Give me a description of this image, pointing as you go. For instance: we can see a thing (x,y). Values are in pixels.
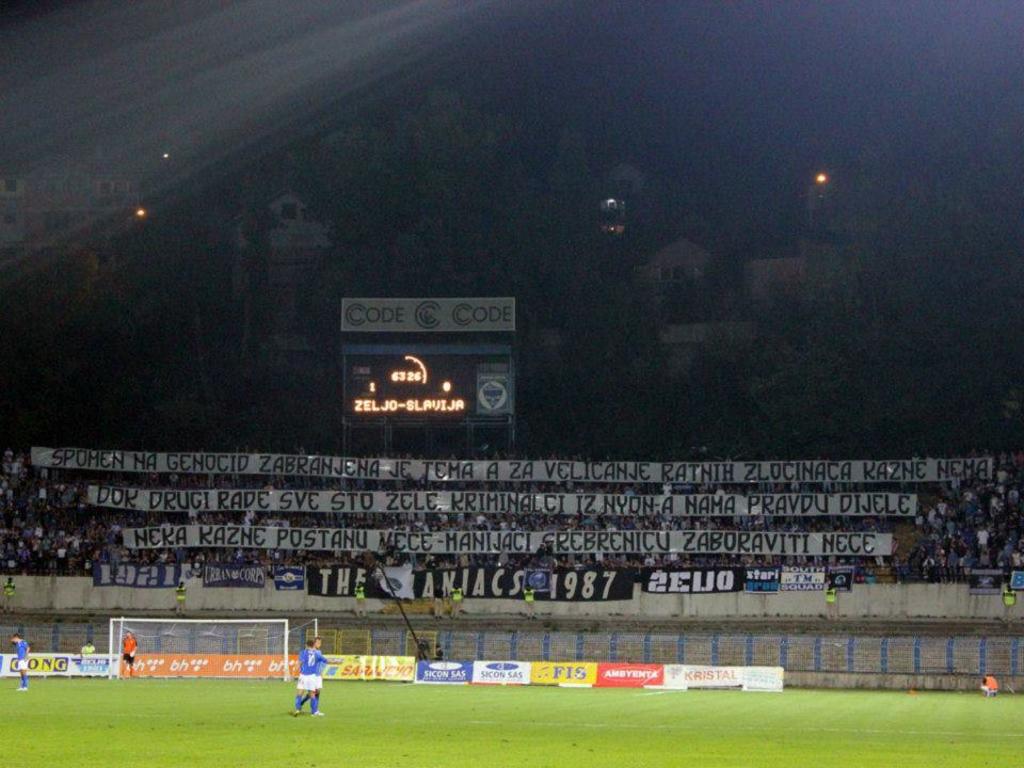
In this image we can see the stadium (346,675), persons (318,674) standing on the ground (263,693), sportsnet (291,654), advertisements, spectators (205,479), display screen (414,375), buildings (300,235) and electric lights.
